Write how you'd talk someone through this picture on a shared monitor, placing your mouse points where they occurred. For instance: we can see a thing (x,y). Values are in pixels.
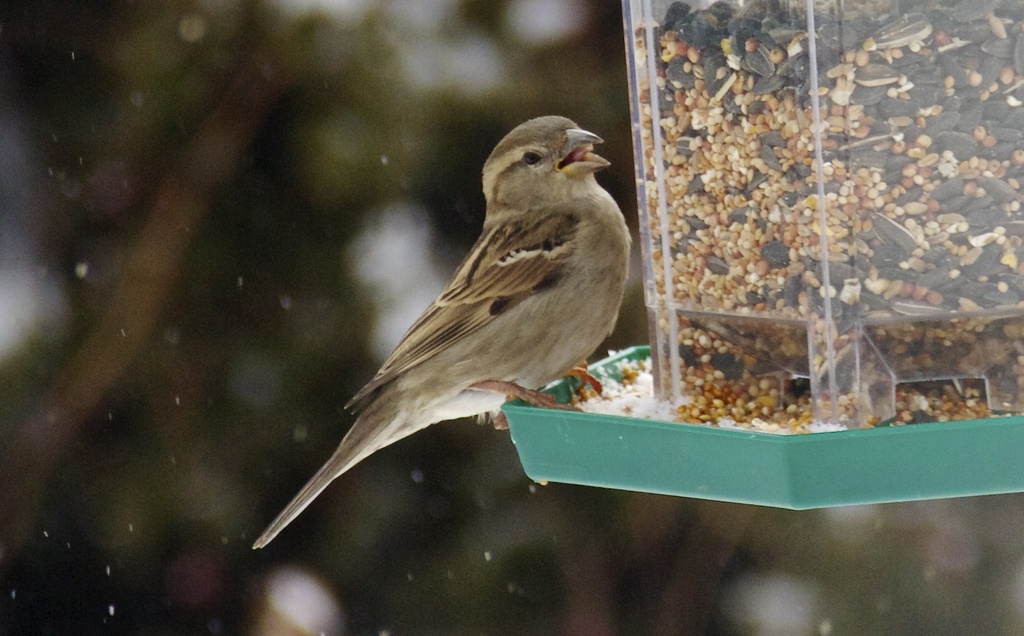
On the right side (704,410), there is a bird (586,161) standing on an edge (514,405) of a green color tray (646,421), in which there is an object (654,145) having seeds (856,122) in it. And the background (33,256) is blurred.
